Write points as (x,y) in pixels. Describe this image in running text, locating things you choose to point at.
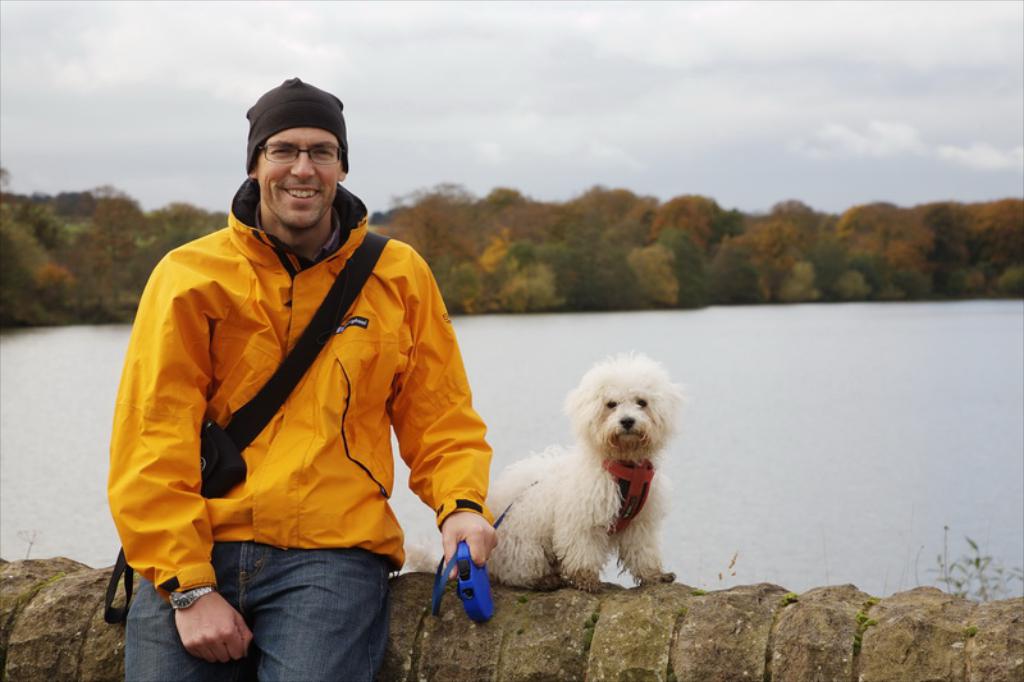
This is the picture outside of the city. There is a person (310,636) sitting and smiling and there is a dog (598,539) sitting on the wall (707,652). At the back (992,391) there is a water (756,478) and trees (898,274), at the top (680,82) there is a sky (559,93) with clouds (190,18).
